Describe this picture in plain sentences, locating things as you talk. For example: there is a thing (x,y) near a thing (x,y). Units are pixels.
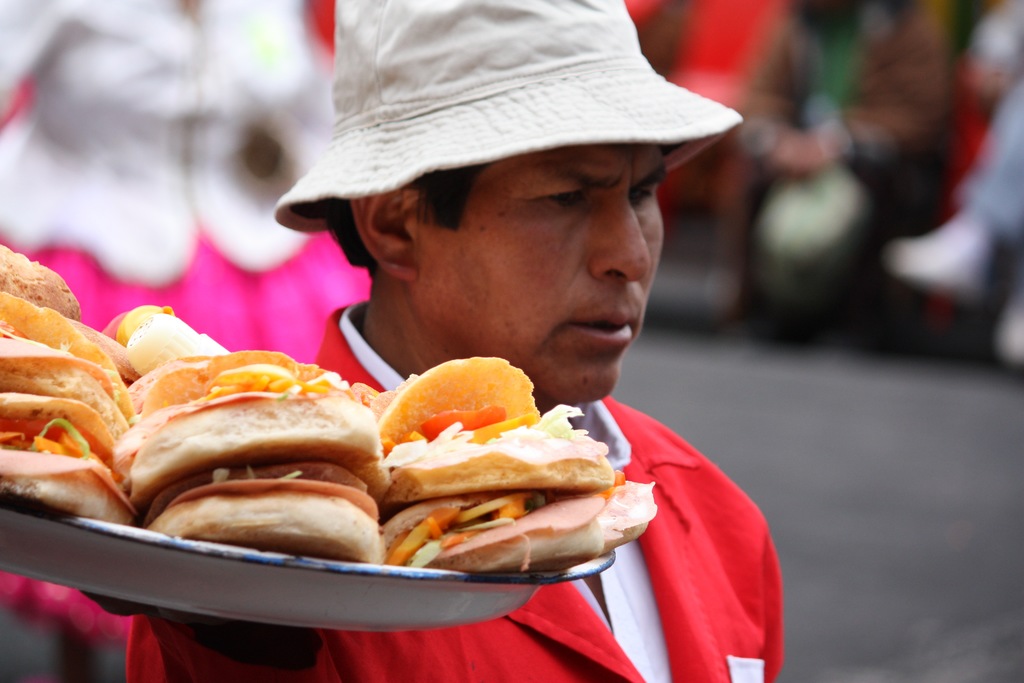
A person (588,337) is holding food item (277,500) in the container (264,552).
